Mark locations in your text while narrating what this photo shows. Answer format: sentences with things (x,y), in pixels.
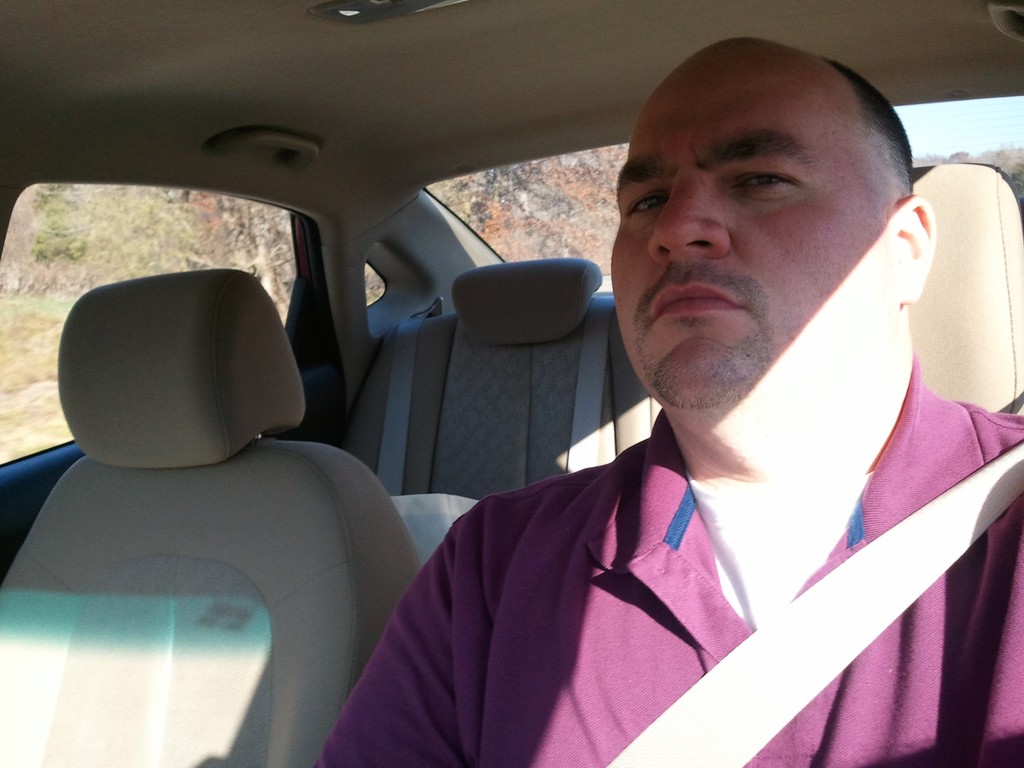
Here in this picture we can see a person (637,513) sitting in a car (611,445) with a seat belt (818,655) on him and through the windows (156,229) of the car (370,248) we can see plants (248,218) and trees (160,268) present all over there.
